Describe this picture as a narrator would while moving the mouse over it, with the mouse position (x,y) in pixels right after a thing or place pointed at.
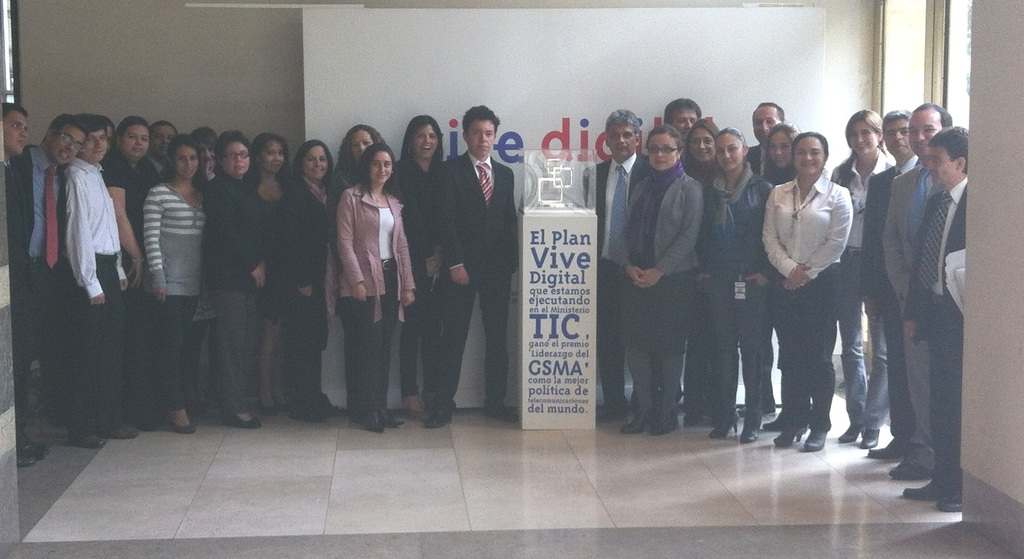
In this image, we can see some people (711,304) standing and there is a white color object (531,309), in the background (120,81) we can see a wall (140,58).
